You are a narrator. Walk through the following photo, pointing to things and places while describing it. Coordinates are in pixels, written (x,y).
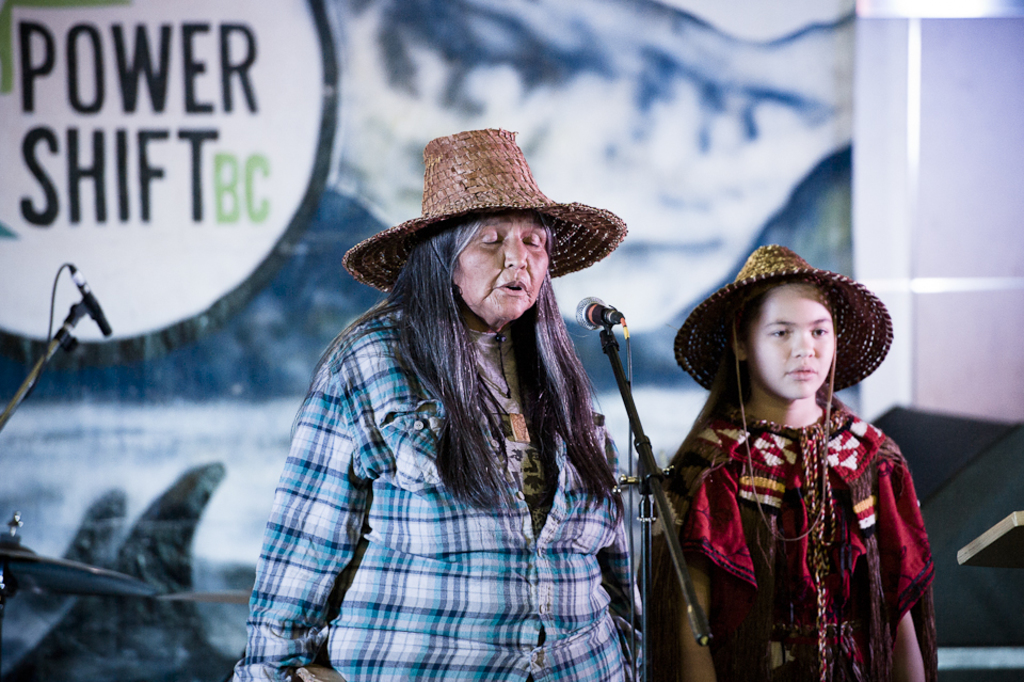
In this image there are persons (707,465) standing and in the front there is a mic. In the background (362,142) there is a banner (407,107) with some text (127,194) written on it and there is a mic stand (63,341).
